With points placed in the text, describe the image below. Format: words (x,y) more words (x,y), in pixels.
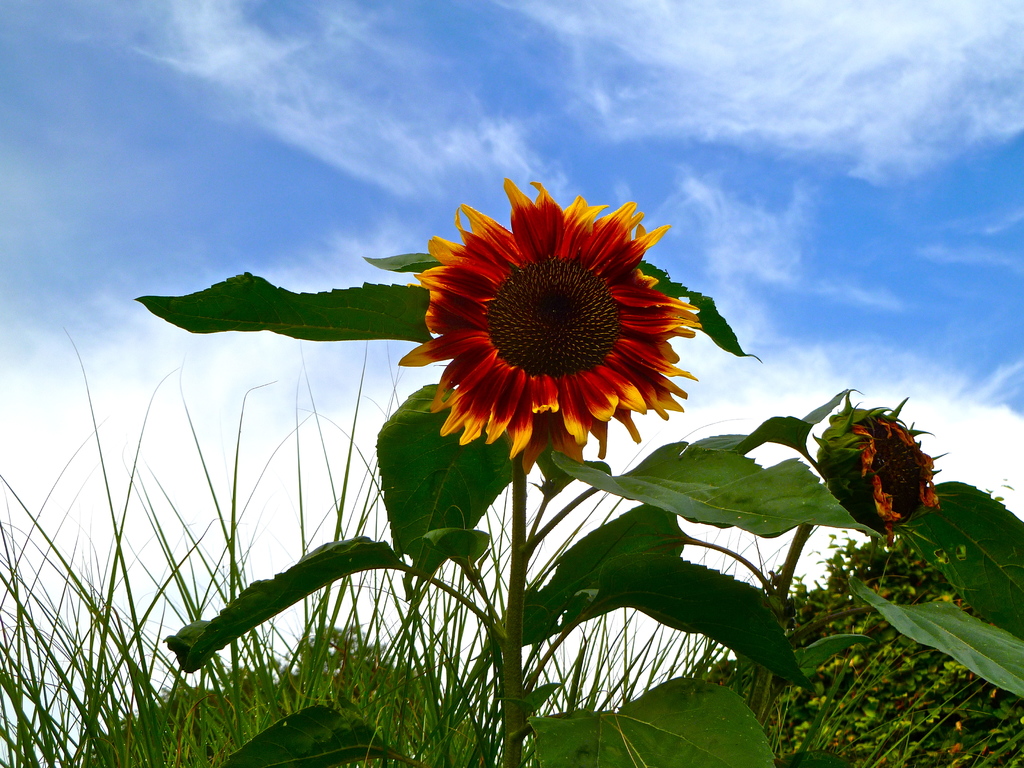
In the center of the image (495,372) we can see sunflower (498,420). In the background (885,283) we can see sky (896,267), clouds (876,119) and plants (379,703).
